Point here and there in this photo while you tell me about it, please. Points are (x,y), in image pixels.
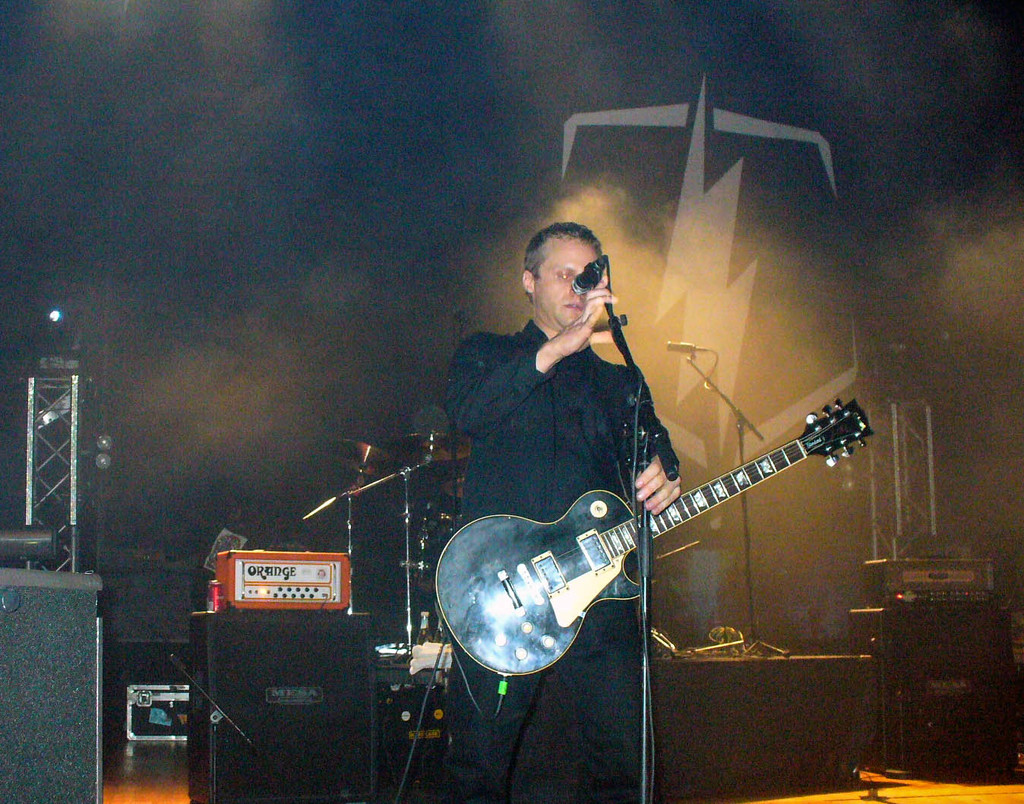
In this picture I can see a man (636,799) with a guitar (630,542), there are mikes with the mics stands (619,346), there are speakers (328,722), trusses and some other objects (407,788), and in the background (409,239) it looks like a board (359,79).
